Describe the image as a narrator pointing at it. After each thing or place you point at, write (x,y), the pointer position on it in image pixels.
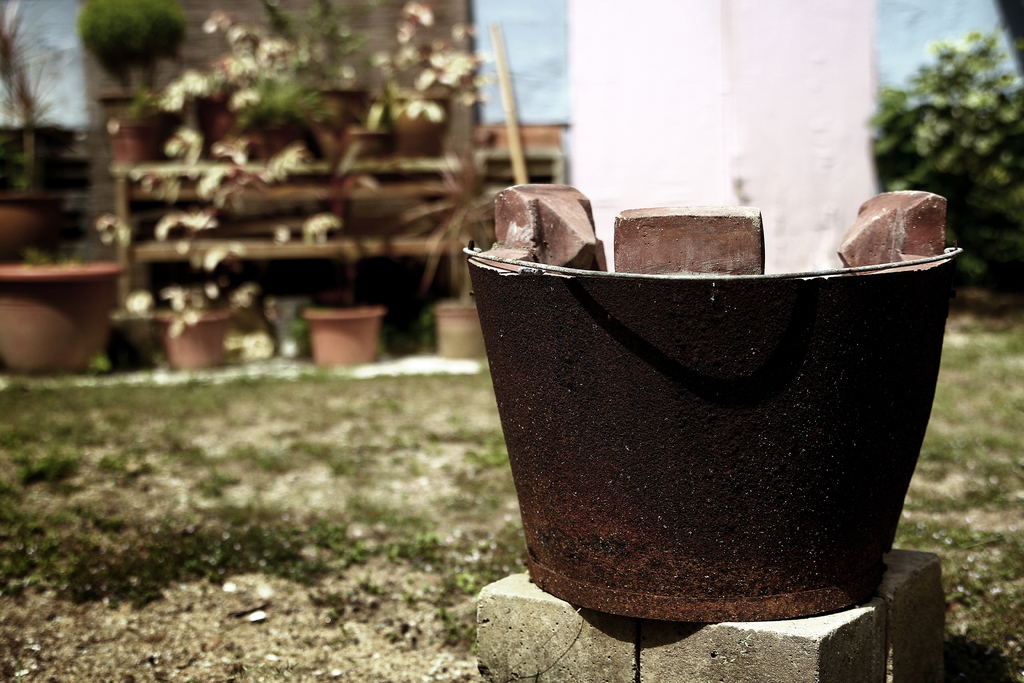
As we can see in the image there are buildings (691,45), plants (459,257) and pots (72,307). In the front (245,584) there is ground (283,568) and grass (263,540). The background (709,49) is little blurred.
